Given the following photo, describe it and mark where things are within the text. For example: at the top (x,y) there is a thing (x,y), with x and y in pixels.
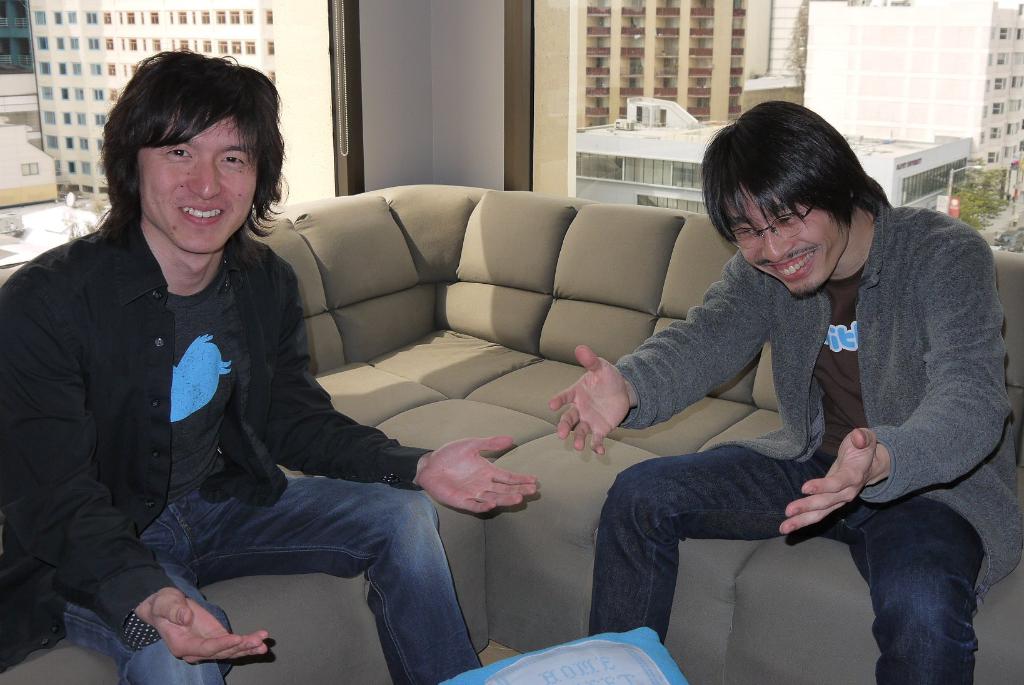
In this picture we can see two men (795,383) sitting on sofa (542,299) they are smiling and in front of them we have some blue color bag (542,653) and in the background (63,168) we can see building (251,55) with windows (949,174), trees (992,206), pole (960,168), light (973,167).
